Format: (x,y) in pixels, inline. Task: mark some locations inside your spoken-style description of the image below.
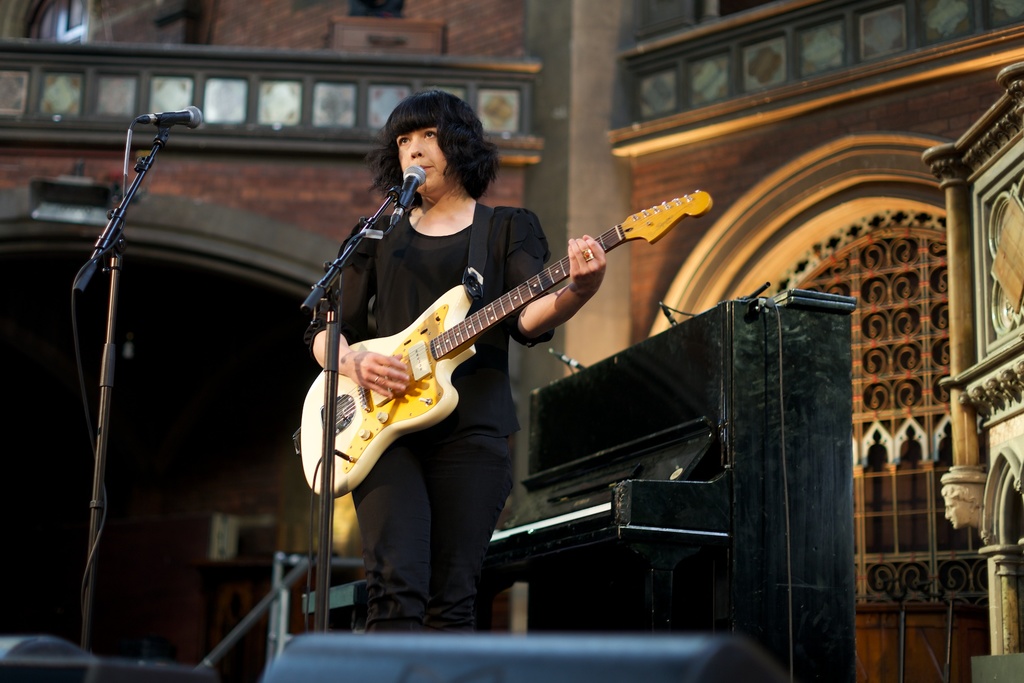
There is a woman (482,343) standing, holding a guitar (439,379) and singing a song. This is a mike (182,117) with the mike stand (106,402). This is a piano (677,454) which is black in color. At background (761,205) I can see a building (732,149) with an arch (866,207) and some traditional design (906,456) on it.
